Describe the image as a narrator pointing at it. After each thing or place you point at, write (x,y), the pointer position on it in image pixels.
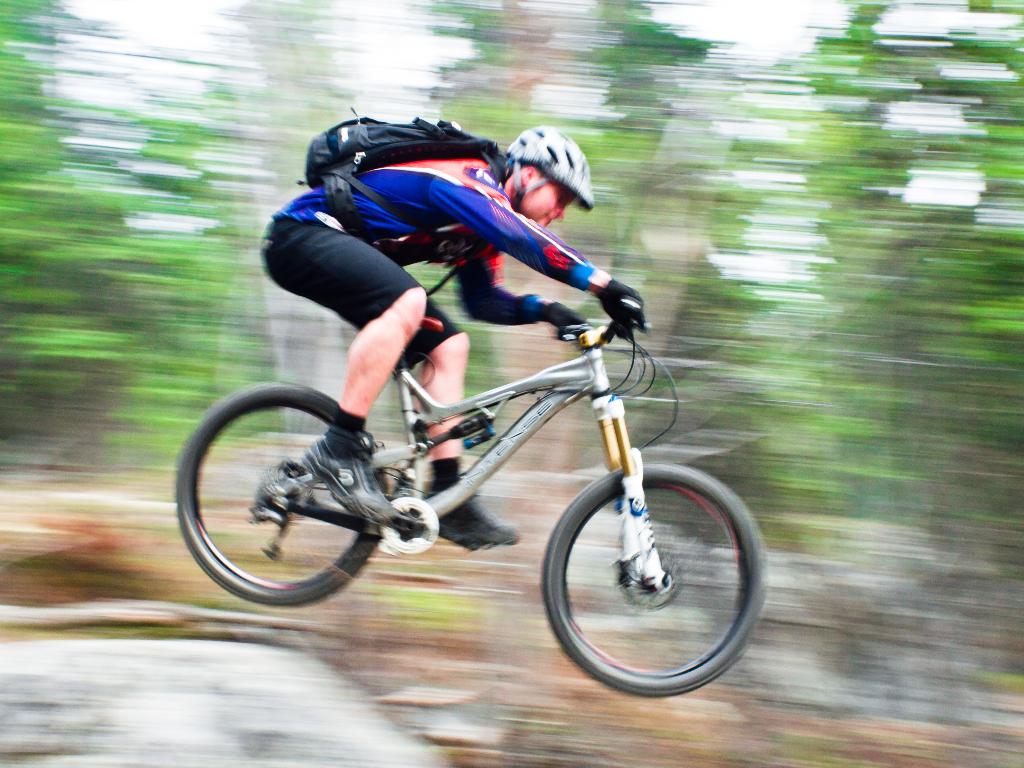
In the center of the image (360,282) we can see a man (450,461) sitting on the bicycle (717,667) and jumping. In the background (940,445) there are trees (788,140) and sky (383,75).
